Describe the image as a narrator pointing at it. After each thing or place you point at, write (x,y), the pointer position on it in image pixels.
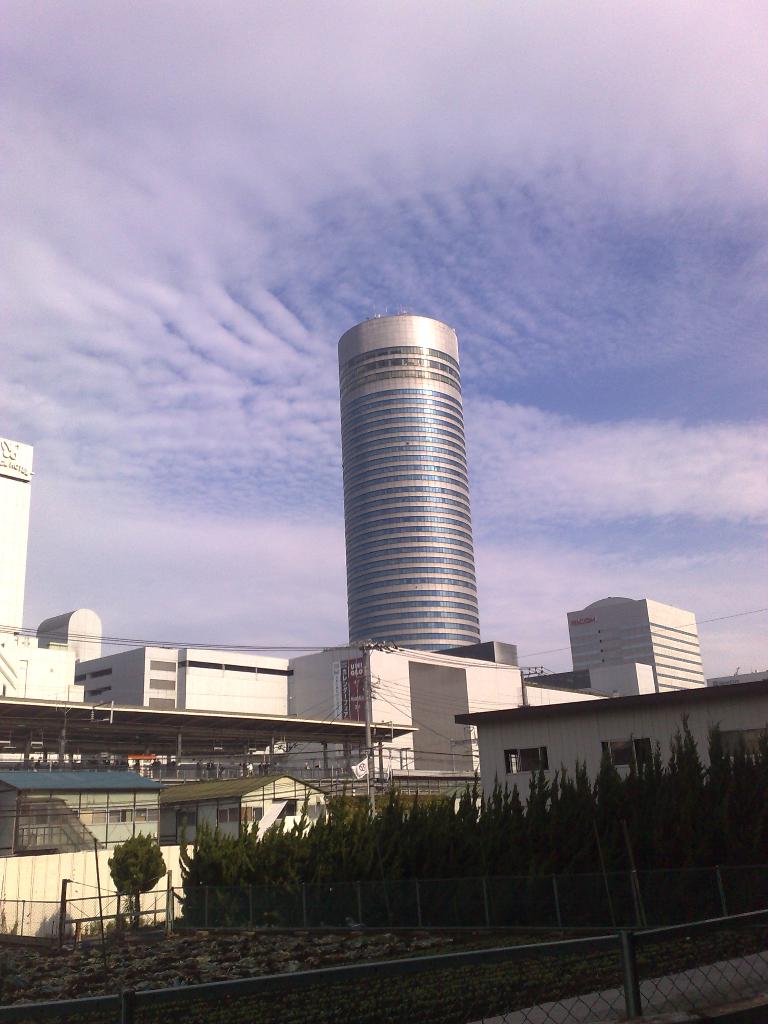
In this image I can see at the bottom (275,868) there are trees (513,864), in the middle (390,590) there are buildings (43,802), at the top (263,230) it is the cloudy sky (305,178).
